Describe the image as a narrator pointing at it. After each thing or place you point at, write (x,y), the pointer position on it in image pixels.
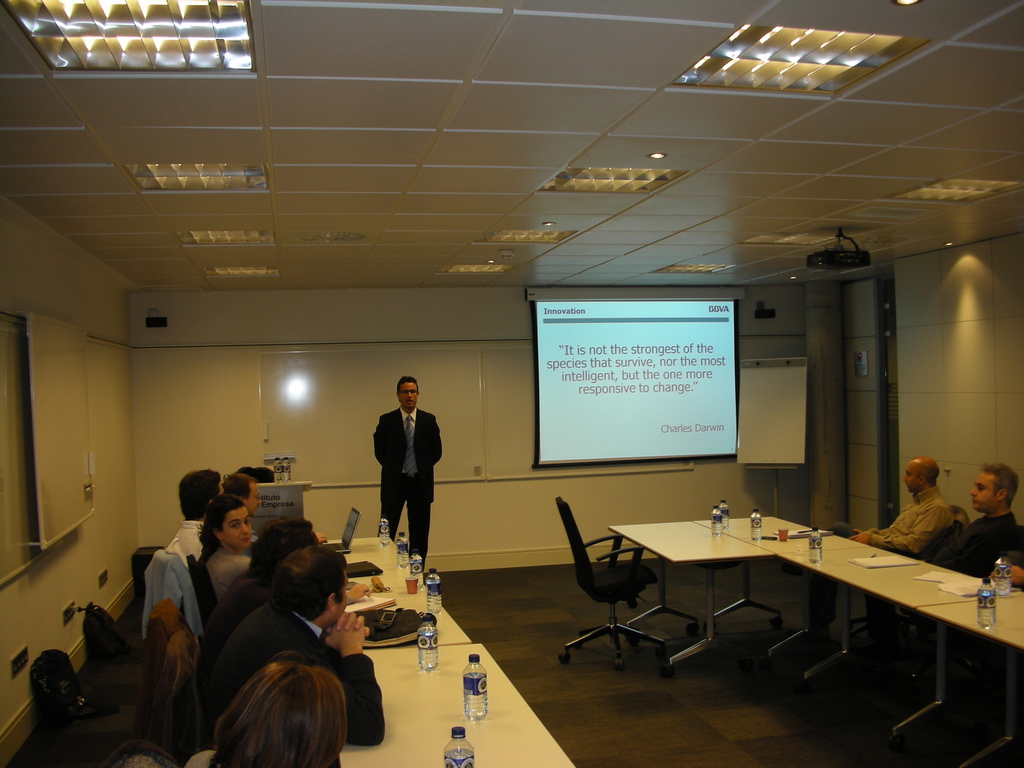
On the left (251,574) and right there are few people (352,641) sitting on the chair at the table (457,700). There are bottles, laptops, bags (387,637), books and papers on the table (893,579). In the background (421,486) there is a man (417,455) standing and a screen (638,377) and wall (233,375). On the rooftop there are lights (185,69) and projector (833,262).
